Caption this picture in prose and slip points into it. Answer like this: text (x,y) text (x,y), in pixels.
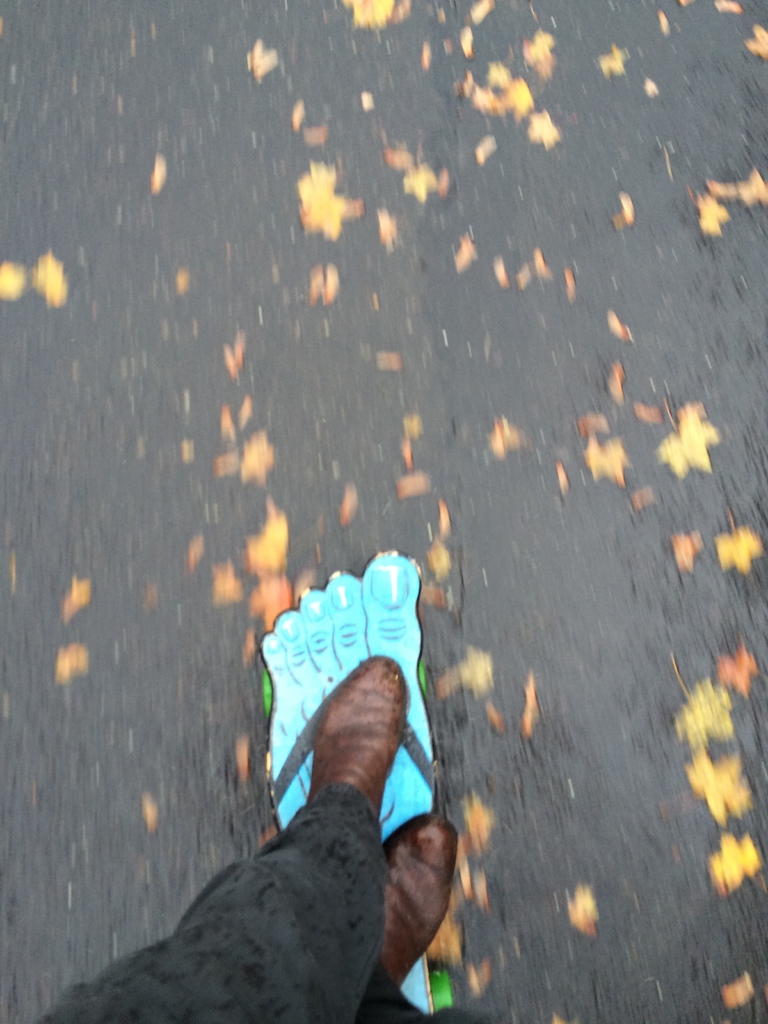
In this image there is a person's legs (336,922) at bottom of this image (369,884), and there is a skateboard (334,635) in blue color as we can see in middle of this image (331,606) and there are some leaves (598,466) in yellow color where we can see in middle of this image (409,427) and right side of this image (515,282) as well.
